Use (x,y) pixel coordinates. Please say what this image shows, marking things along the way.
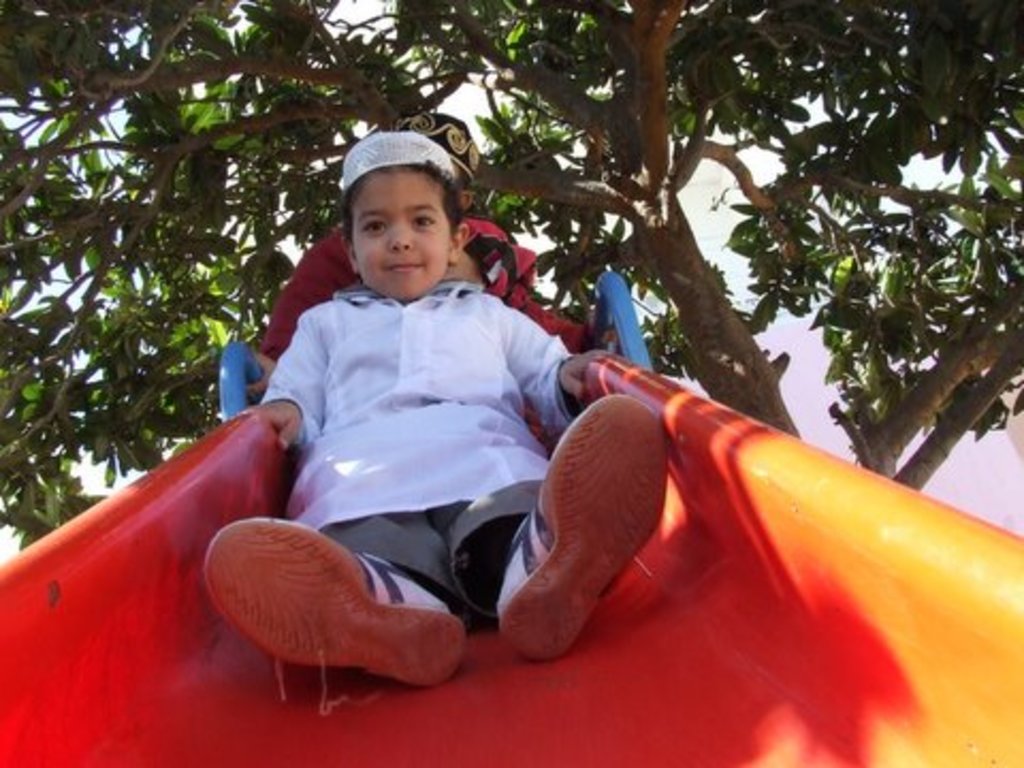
In this picture we can see two children (470,374) on the slide (732,656), in the background (531,81) there is a tree (559,79).
